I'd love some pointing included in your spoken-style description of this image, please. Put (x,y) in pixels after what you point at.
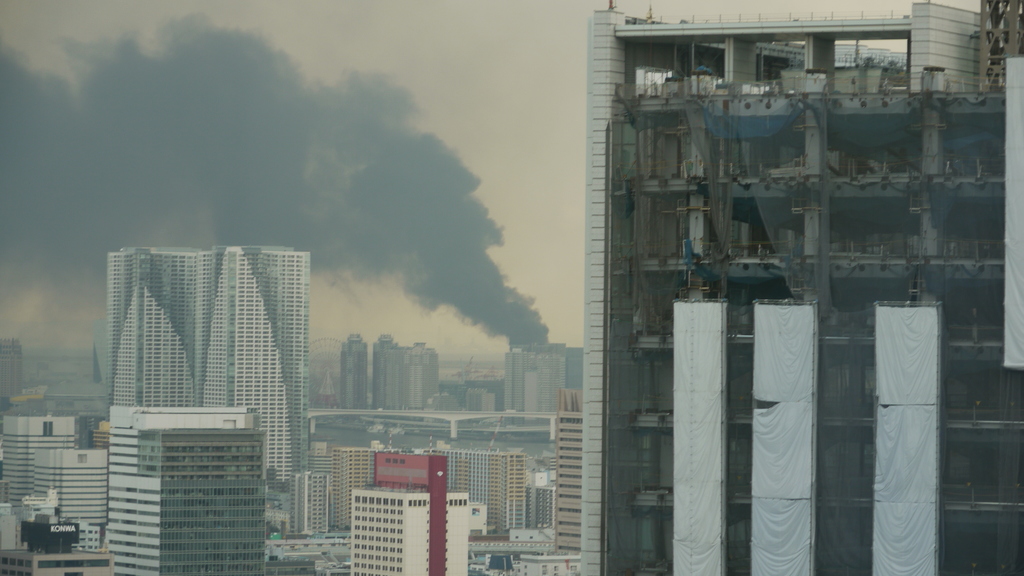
In this image, we can see some buildings (134,461). There is a smoke (408,200) in the sky (407,37).
